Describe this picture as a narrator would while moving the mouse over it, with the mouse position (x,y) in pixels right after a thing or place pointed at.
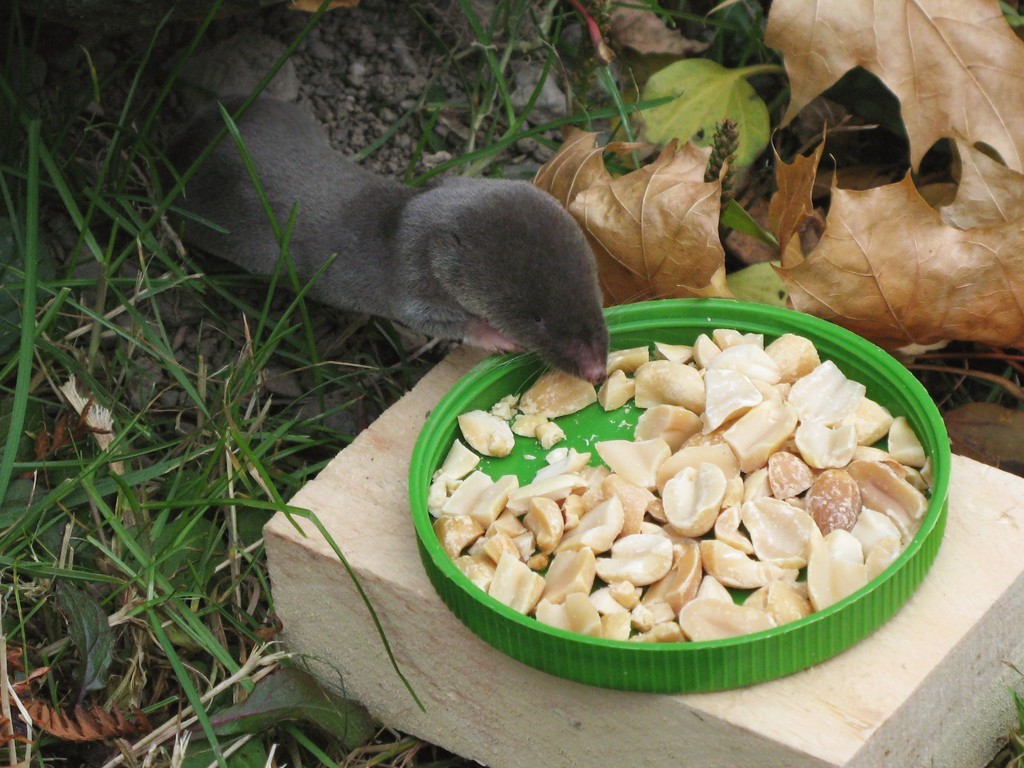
In this image I can see an animal (360,284) which is in black and grey color. In-front of an animal (401,279) I can see the food (637,485) in the green color object (738,646). It is on the cream color surface (664,734). To the side of an animal (474,248) I can see the grass (49,461) and dried leaves (809,194).
